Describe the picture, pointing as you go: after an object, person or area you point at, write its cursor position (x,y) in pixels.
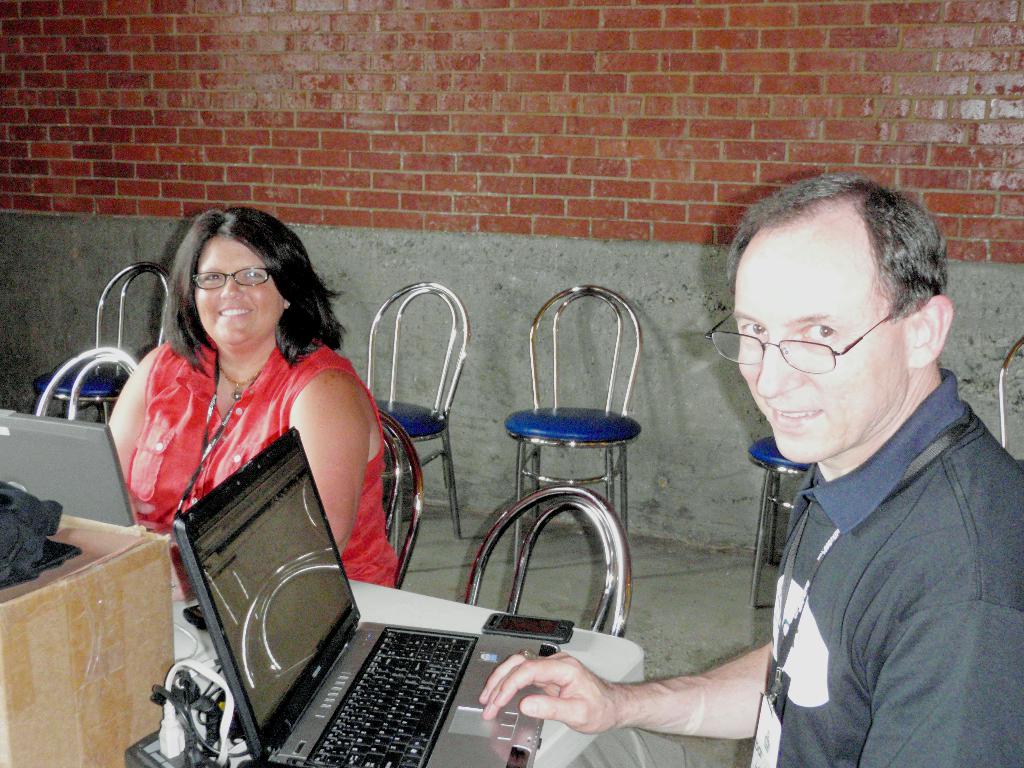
In this image I can see there are two persons (877,539) and in the foreground (261,574) there is a table (379,591), there is a laptop (265,663), in the background (602,140) there is a wall (75,343), in front of the wall (381,300) there are few chairs (104,379) kept on floor (561,556).
